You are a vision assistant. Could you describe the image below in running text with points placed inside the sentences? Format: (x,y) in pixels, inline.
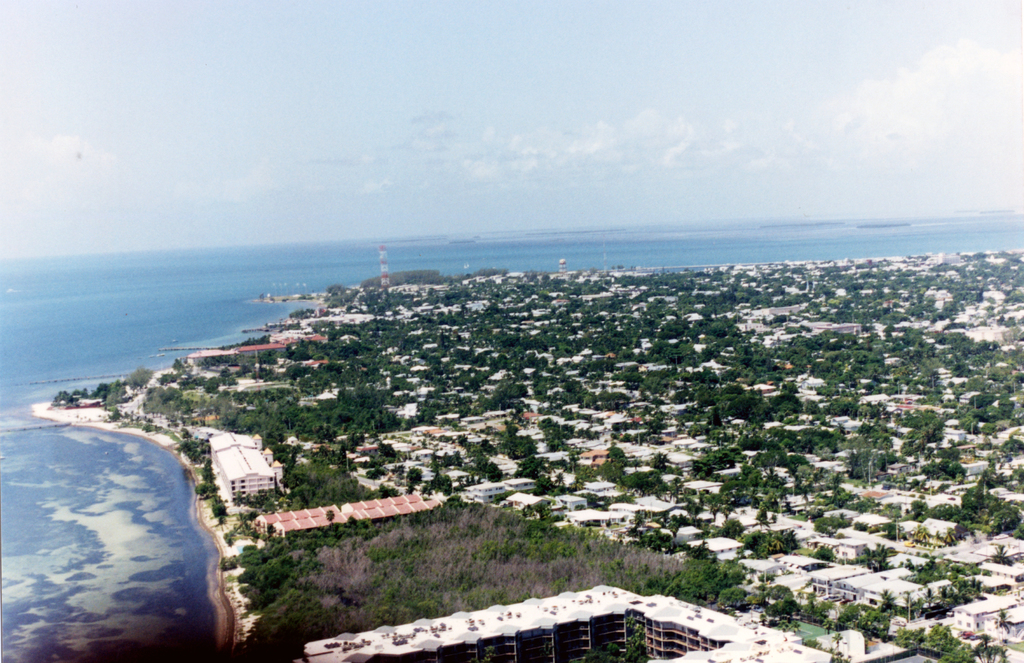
In this picture there is a land (169,430) towards the right (685,411) and water (104,437) towards the left (103,464). On the land (693,471), there are buildings (529,635), plants (740,347) and trees (823,349). On the top (515,29), there is a sky (641,127) with clouds (492,146).
